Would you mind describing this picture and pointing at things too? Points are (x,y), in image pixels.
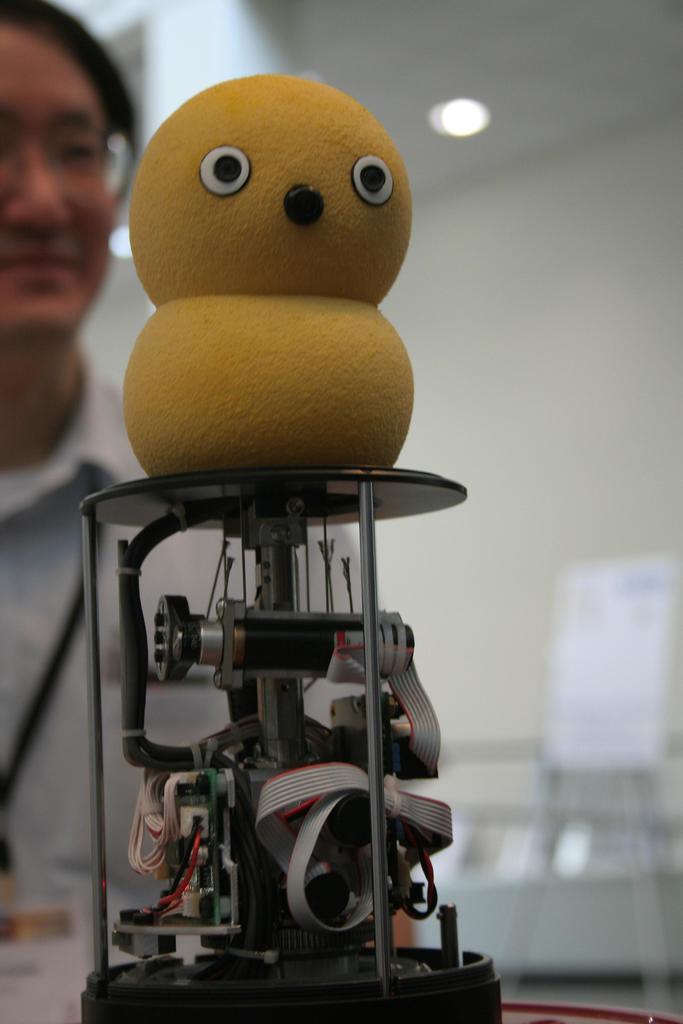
In the image there is a machine (253,773) in the front (253,829) with a duck toy (204,258) above it and on the left side (83,206) there is a person (76,383) visible in white shirt (103,615), there is a light (481,108) over the ceiling (524,145).
